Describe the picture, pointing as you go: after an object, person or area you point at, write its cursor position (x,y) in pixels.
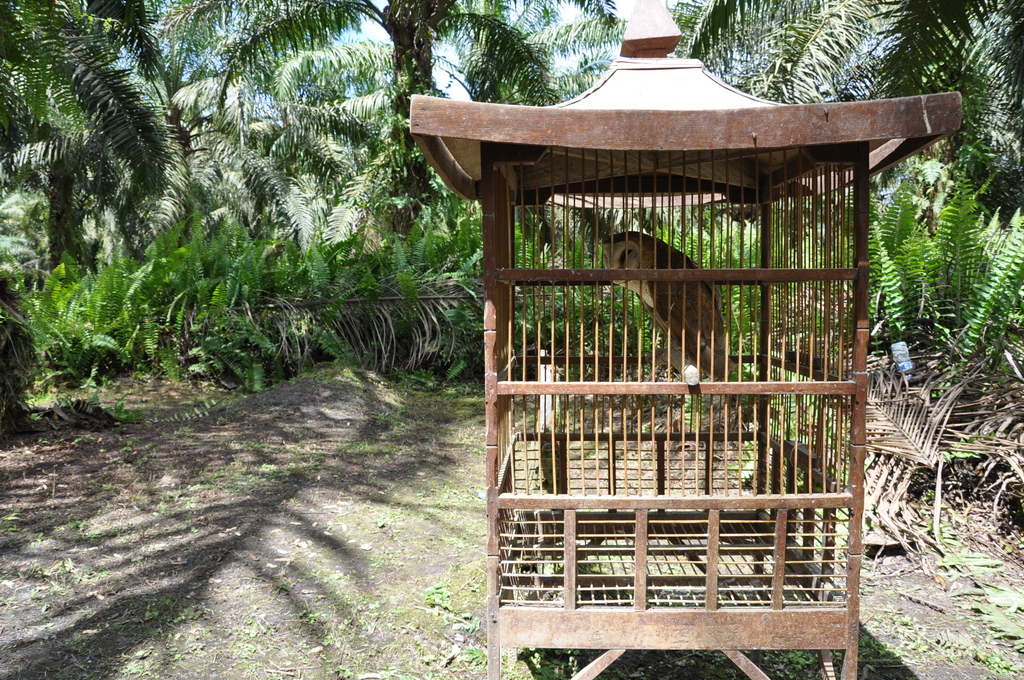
This image is clicked outside. There are trees (383,195) in the middle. There is a cage (656,134) in the middle (554,270). In that there is a bird (694,361).
